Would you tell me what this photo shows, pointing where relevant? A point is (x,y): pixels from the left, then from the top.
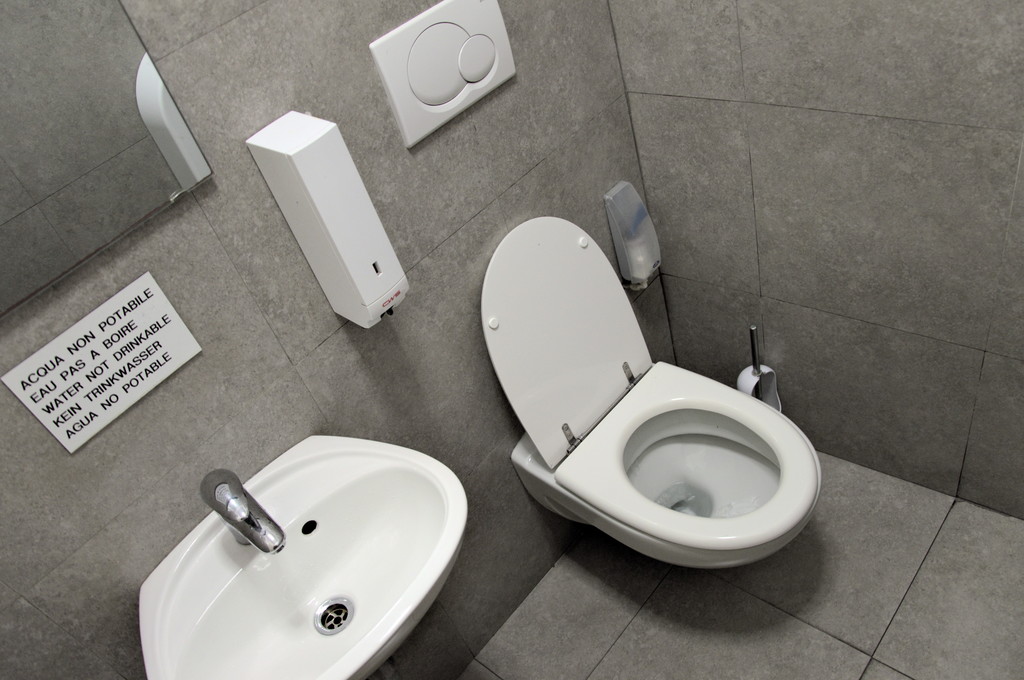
Here in this picture we can see a western toilet (690,448) and a sink (365,573) with a tap (262,506) on the wall (155,534) over there and on the wall (262,393) we can see a mirror (153,180) and some other boxes (342,147) also present over there.
